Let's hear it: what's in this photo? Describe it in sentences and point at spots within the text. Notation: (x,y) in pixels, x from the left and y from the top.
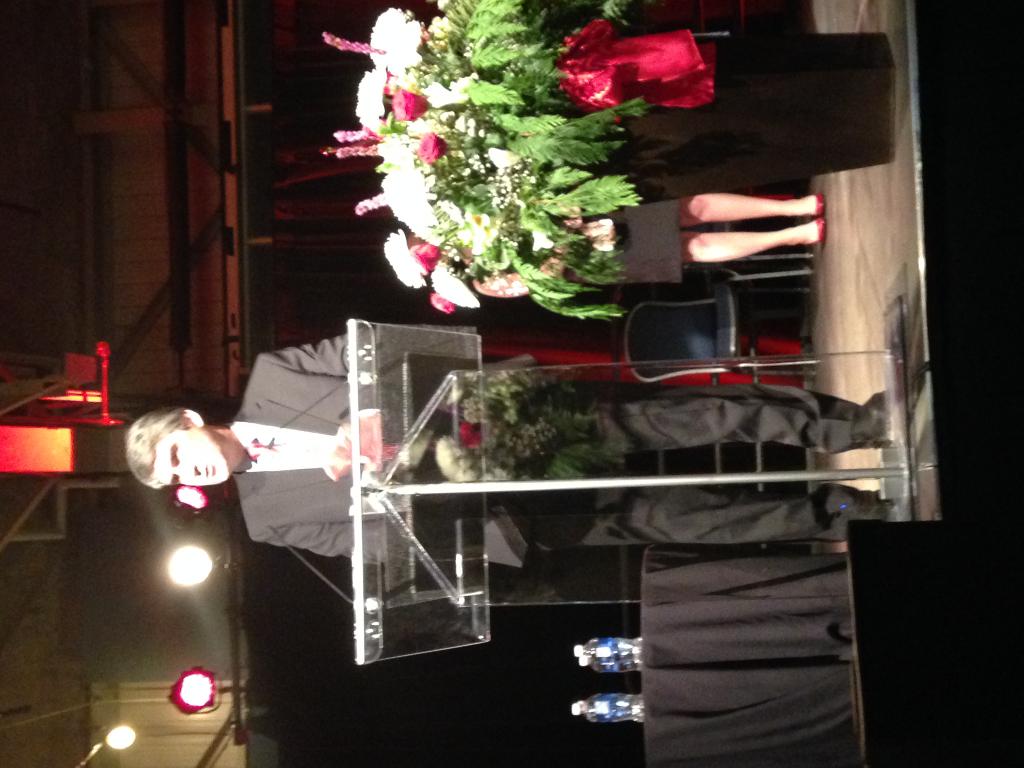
In this image we can see a man (794,512) is standing. He is wearing a suit (307,504). In front of the man (339,449), we can see the podium (488,423). At the top of the image (439,74), we can see flowers (435,158), leaves (527,156) in a black color pot (796,91). In the background (685,260), we can see a woman (732,212), chair (665,369), table (724,650), cloth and wall (31,298). On the left side of the image (76,515), we can see lights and metal object (58,408). On the right side of the image (936,236), we can see a platform (886,262).
